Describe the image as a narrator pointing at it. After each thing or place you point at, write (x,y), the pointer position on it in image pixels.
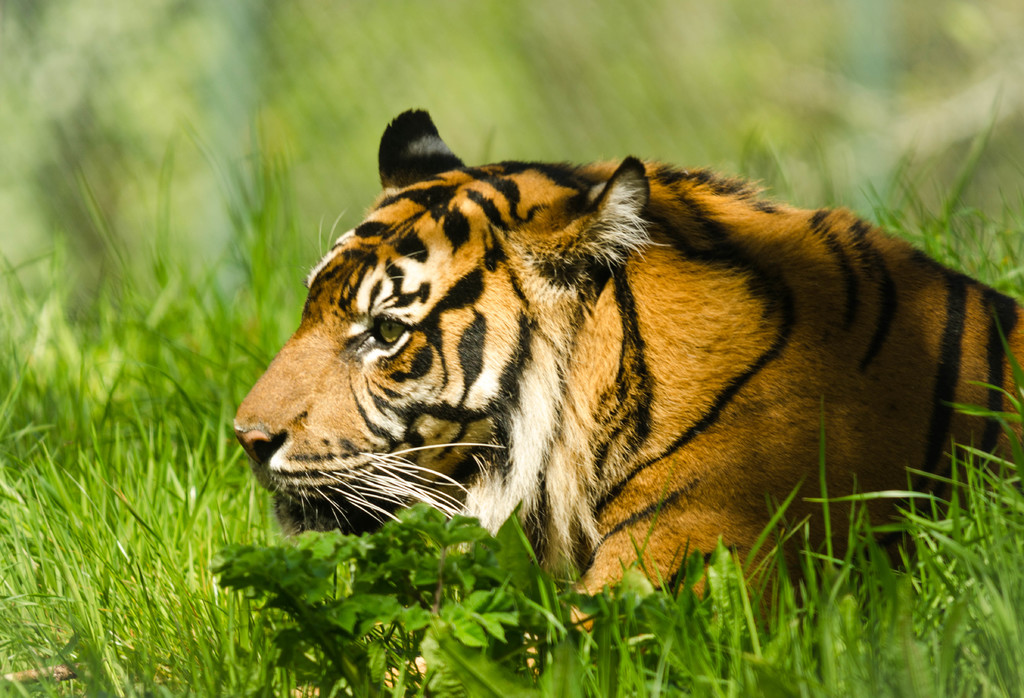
In this picture we can see a tiger (387,229), leaves (255,571) and grass (8,568). In the background of the image (693,114) it is blurry.
